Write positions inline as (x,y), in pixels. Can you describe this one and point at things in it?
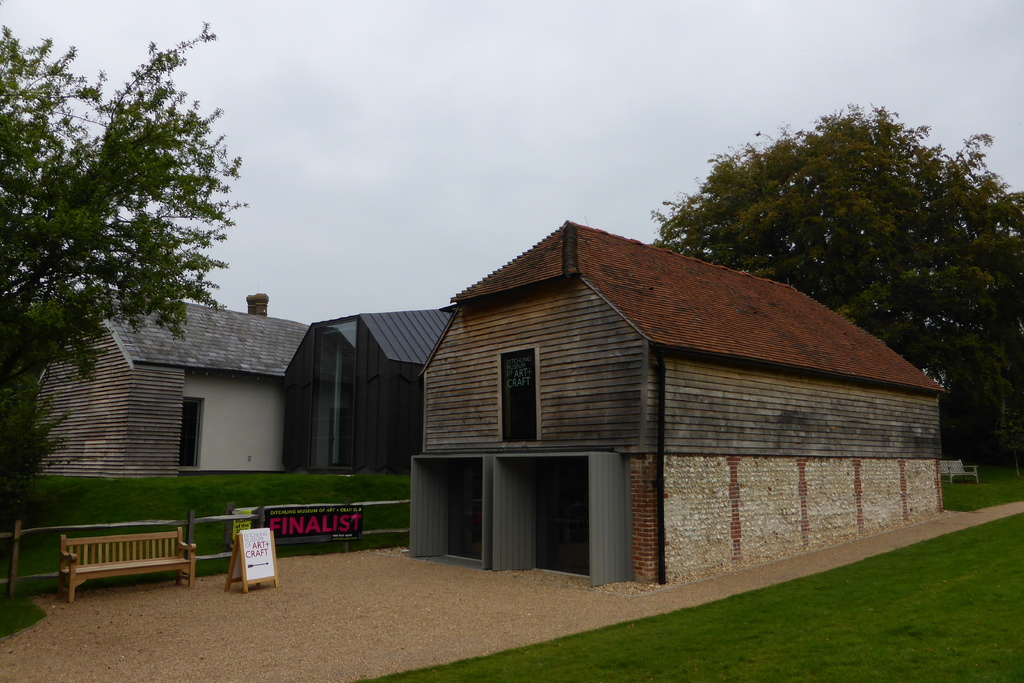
In the center of the image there is sand (338,619). There is a benches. There is a board (242,551). There is a wooden fence (258,520). there is a banner (308,528). There are houses (521,383). On both right and left side of the image (212,481) there is grass (772,641) on the surface (857,634). There are trees (210,244). In the background of the image (649,84) there is sky (561,115).
